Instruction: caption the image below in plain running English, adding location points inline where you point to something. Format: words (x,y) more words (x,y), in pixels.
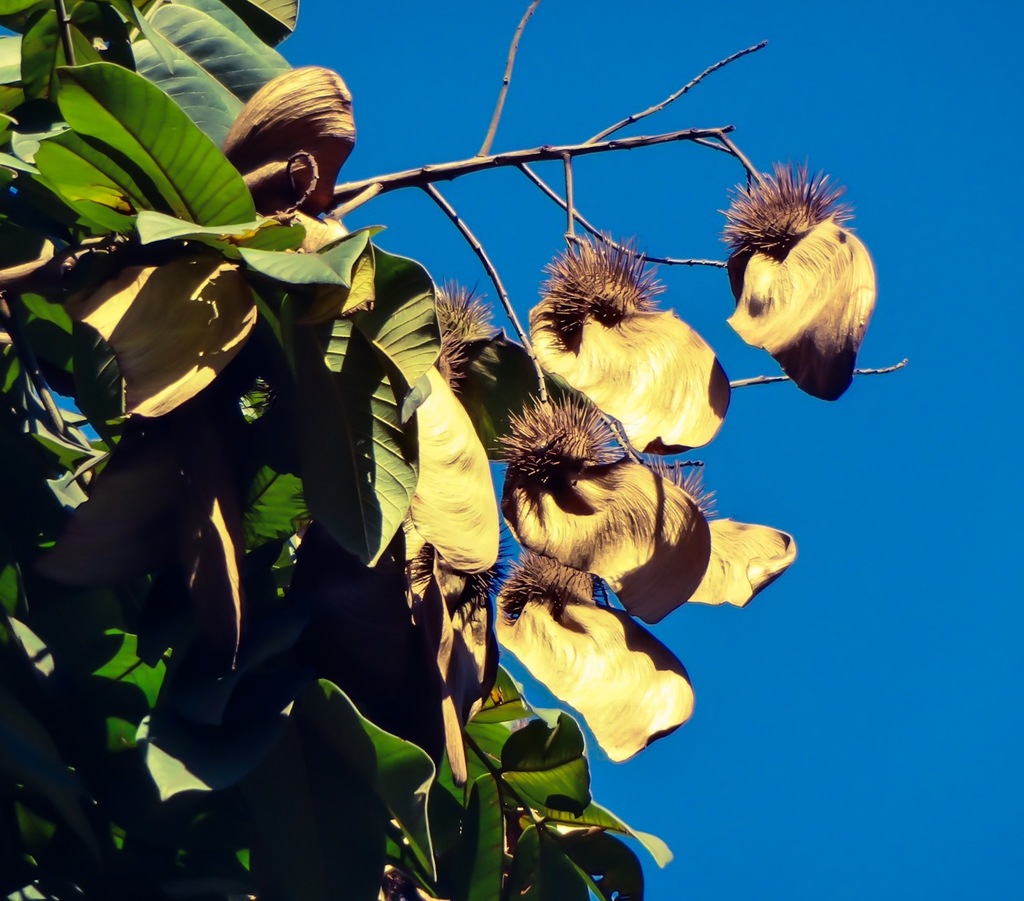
In this image we can see a tree (615,259). In the background (893,353) we can see the sky (935,542).
